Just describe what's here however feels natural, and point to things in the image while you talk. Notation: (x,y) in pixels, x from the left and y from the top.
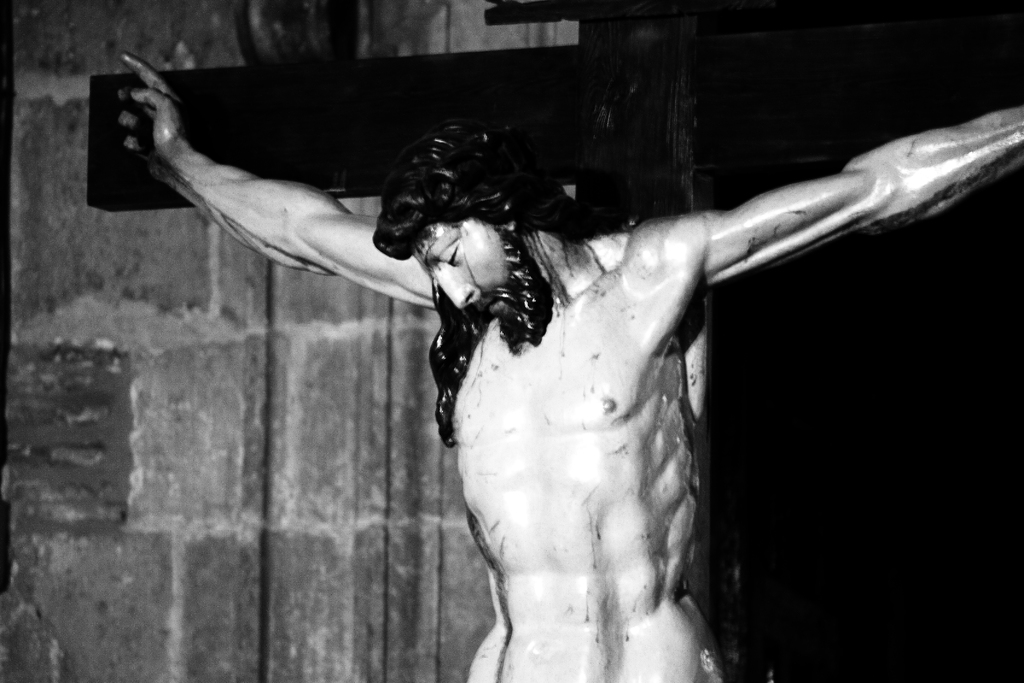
In this image we can see a crucifix (566,468). In the background (130,417) there is a wall (332,524).
